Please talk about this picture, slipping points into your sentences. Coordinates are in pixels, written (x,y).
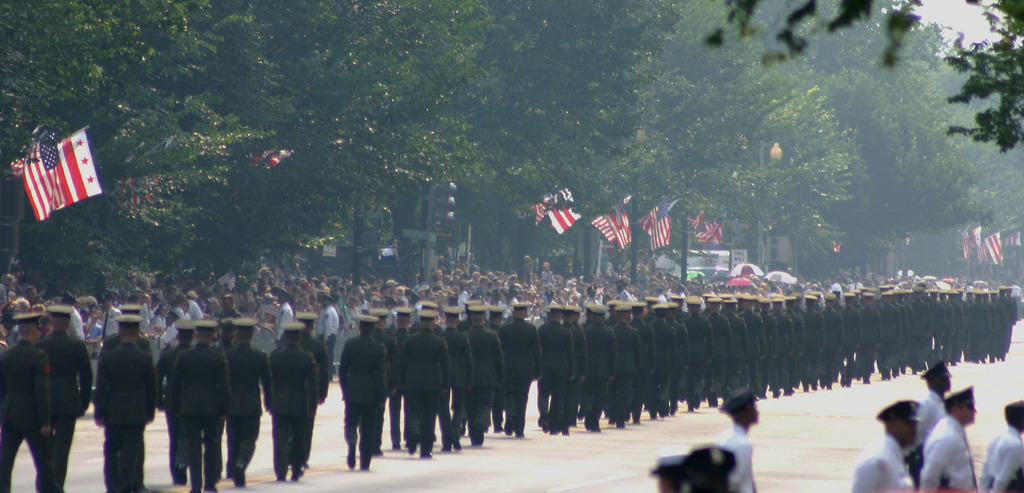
In this picture we can see a group of people (394,407) on the ground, here we can see flags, traffic signal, umbrellas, electric poles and some objects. In the background (935,21) we can see trees (917,55), sky (942,4).
